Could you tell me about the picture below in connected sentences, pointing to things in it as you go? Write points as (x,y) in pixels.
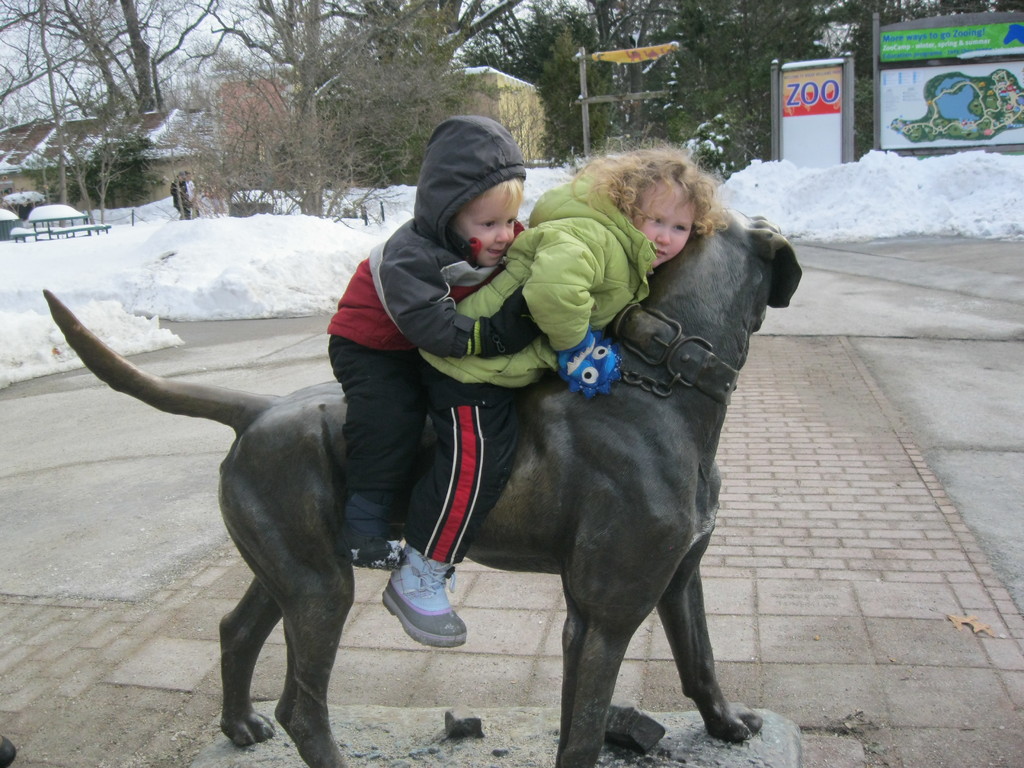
In this image I can see two children (501,419) are sitting on sculpture of an animal (711,452). In the background (187,309) I can see, snow (967,153), two boards (824,90) and few number of trees (241,121).
